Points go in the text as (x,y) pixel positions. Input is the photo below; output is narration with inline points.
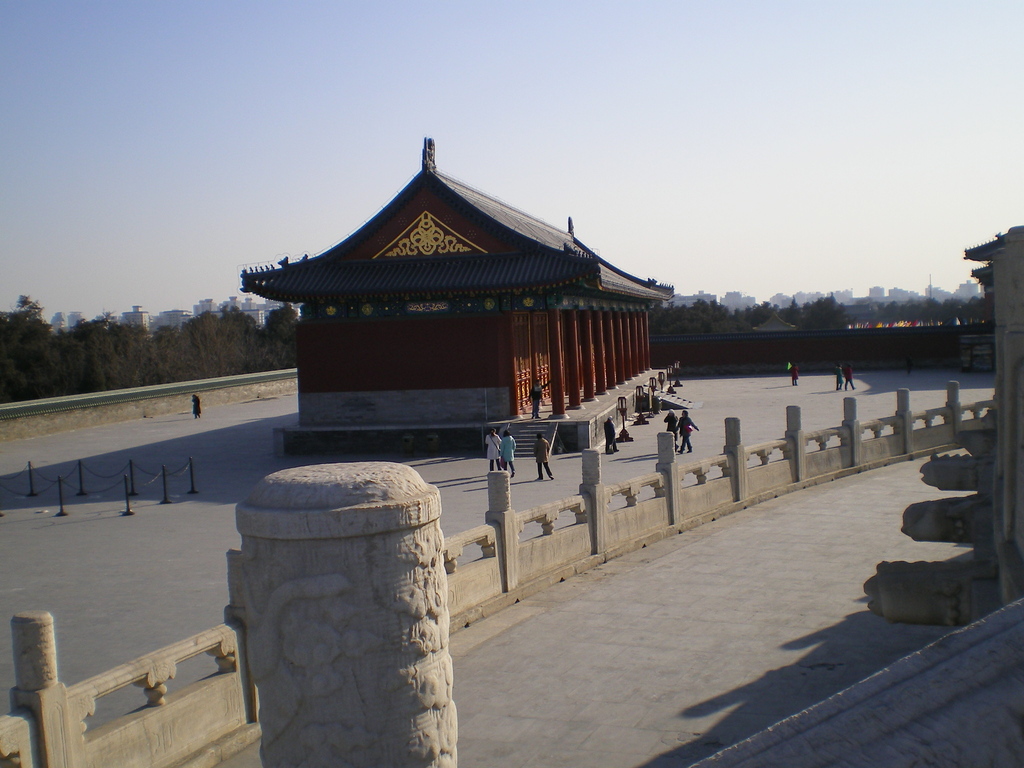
In this picture we can see an ancient architecture (511,427) and a group of people (795,385) where some are standing and some are walking on the ground (808,376), fence (234,553), trees (132,351), buildings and in the background (710,225) we can see the sky (547,203).
